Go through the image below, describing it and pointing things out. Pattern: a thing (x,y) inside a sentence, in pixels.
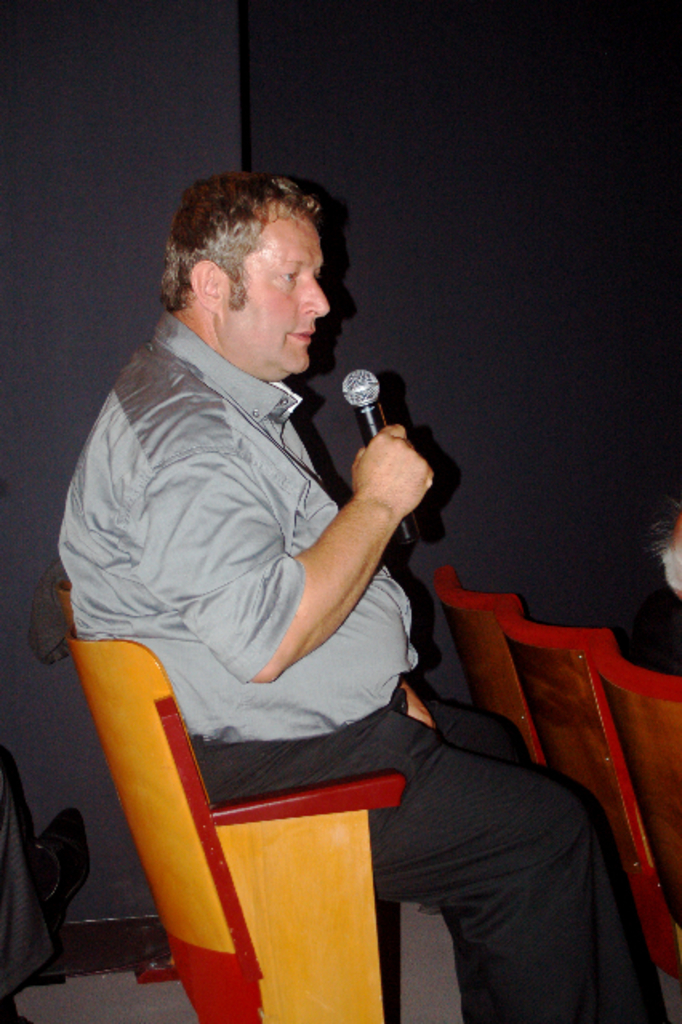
In this image, There is a chair (304,1015) which is in yellow color there is a man (417,855) sitting on the chair (285,1002) and he is holding a microphone (415,526) and he is speaking in the microphone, There are some chairs (623,752) which are in brown color, In the background (442,616) there is a black color wall (387,91).
